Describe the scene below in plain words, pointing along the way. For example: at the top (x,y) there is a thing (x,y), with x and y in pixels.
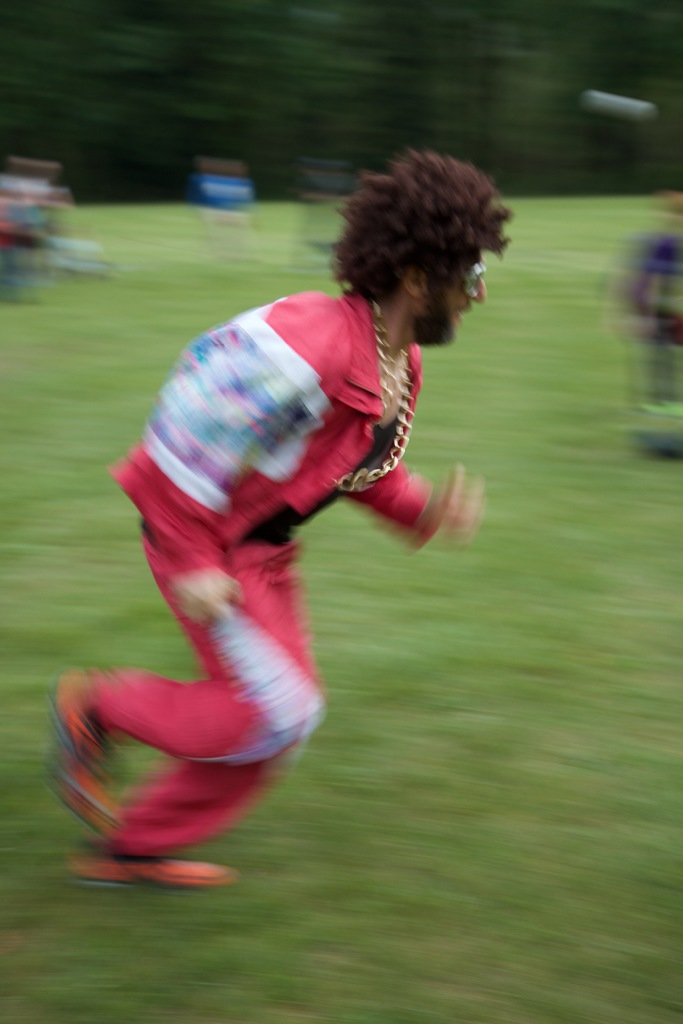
The man (382,403) in front of the picture wearing red dress (237,509) is running. Behind him, we see people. At the bottom of the picture (448,896), we see the grass (503,920). There are trees (329,104) in the background (157,86). This picture is blurred.
